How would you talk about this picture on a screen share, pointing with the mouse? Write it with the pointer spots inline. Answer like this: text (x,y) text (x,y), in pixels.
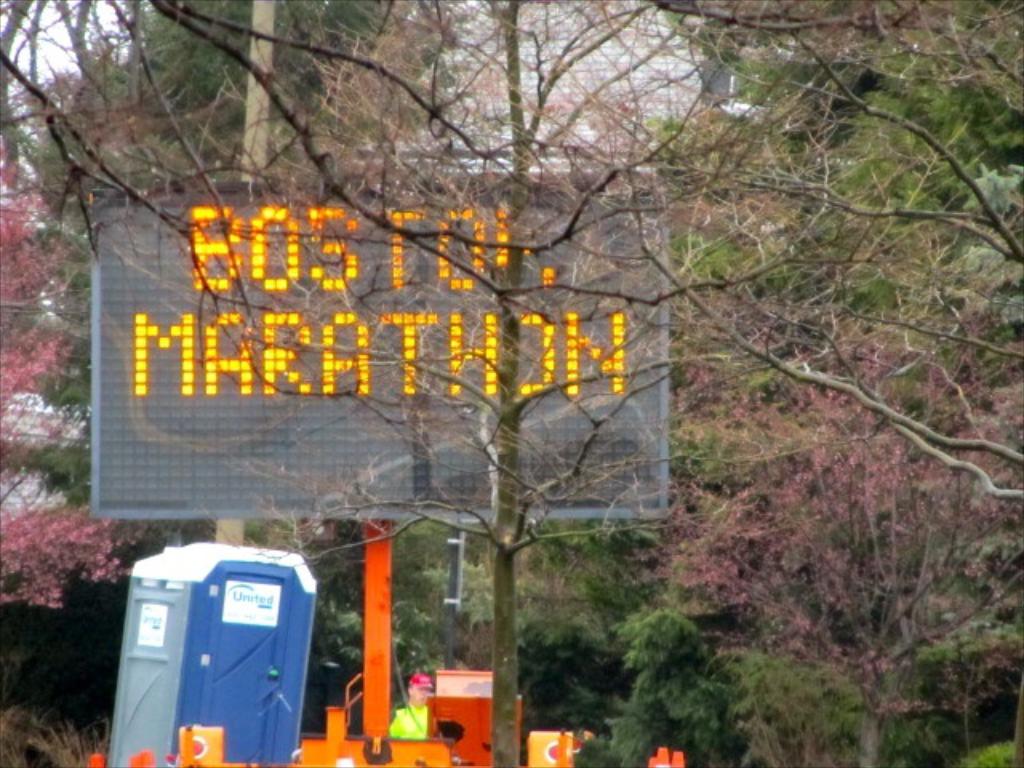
In the image there is a digital ad board (400,337) in the middle (363,454) with a person (402,717) standing behind it and bathroom (259,572) on the left side (191,605) with trees (79,508) covered all over the place.
